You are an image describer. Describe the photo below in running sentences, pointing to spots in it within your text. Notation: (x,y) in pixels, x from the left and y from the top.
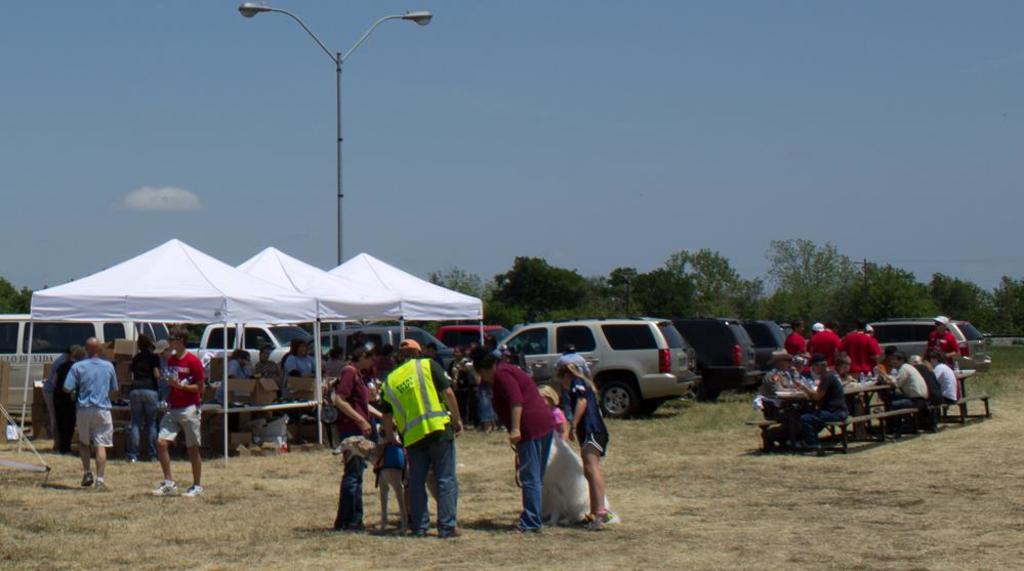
This image is taken outdoors. At the bottom of the image (906,515) there is a ground (931,470) with grass (676,455) on it. At the top of the image (294,122) there is a sky (689,132) with clouds (169,194). In the background (1023,321) there are many trees (1017,309). There is a street light (342,133). A few cars (45,340) are parked on the ground (1022,404) and there are three tents (266,306). A few people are sitting on the benches (853,413) and a few (149,373) are standing and two men (106,430) are walking on the ground (151,476). There are two tables (240,408) with many things (235,409) on them.
